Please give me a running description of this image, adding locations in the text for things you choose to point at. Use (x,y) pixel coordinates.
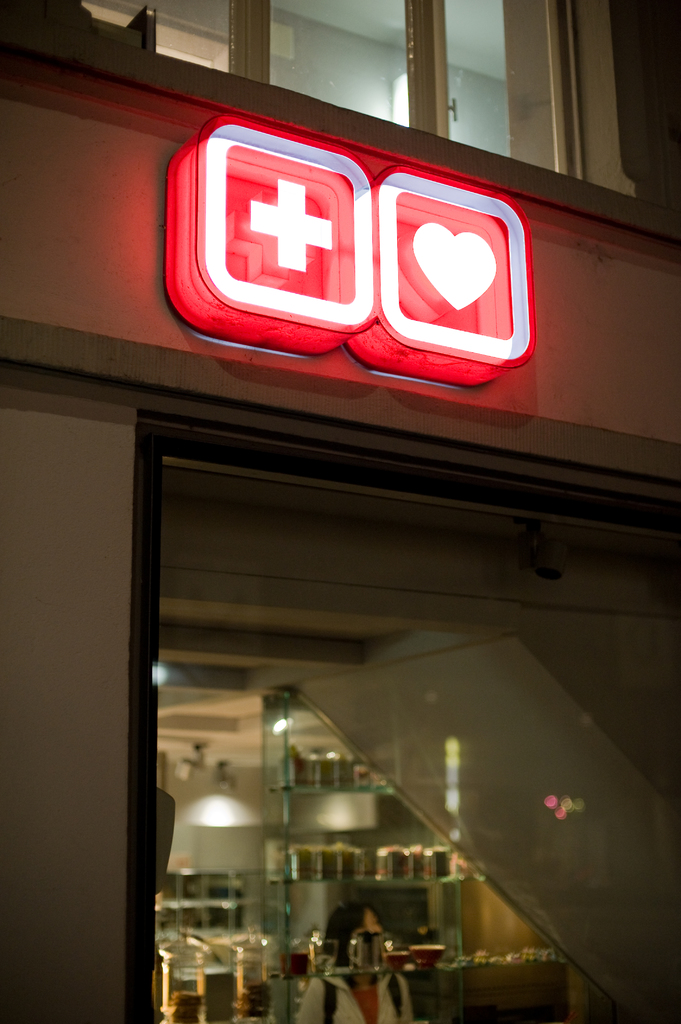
There is a building (161,124) with windows (338,49) and sign boards (348,254). Inside the building (321,898) there are many items (237,938).
